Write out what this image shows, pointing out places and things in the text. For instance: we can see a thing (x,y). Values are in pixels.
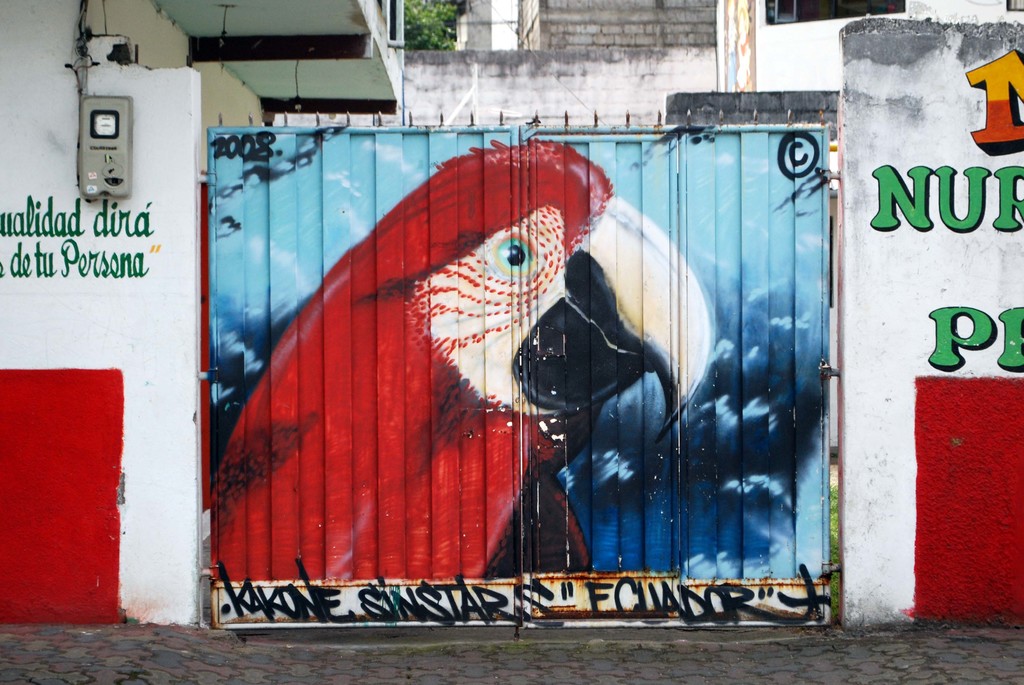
In this image we can see a gate (510,358) painted with a bird (563,429) and some text (596,605) written. At the bottom of the image (304,645) there is the floor (606,652). On the right side of the image (983,442) there is a wall (1015,461) with some painting (998,449). On the left side of the image (161,143) there is a wall (164,123) with some painting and an electricity meter (118,144). In the background of the image (305,85) there are some buildings (350,42), walls (470,83), tree (407,45) and other objects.
